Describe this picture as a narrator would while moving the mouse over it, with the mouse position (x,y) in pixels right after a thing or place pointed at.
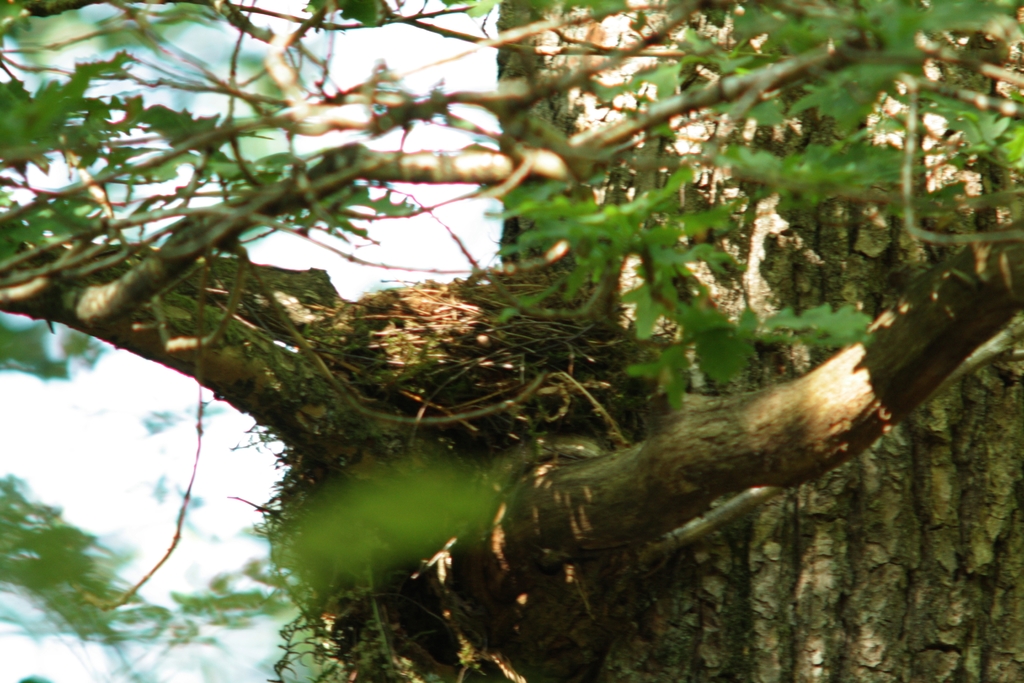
In this picture there is a nest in the center of the image (414,365) and there is greenery (799,47) in the image.
